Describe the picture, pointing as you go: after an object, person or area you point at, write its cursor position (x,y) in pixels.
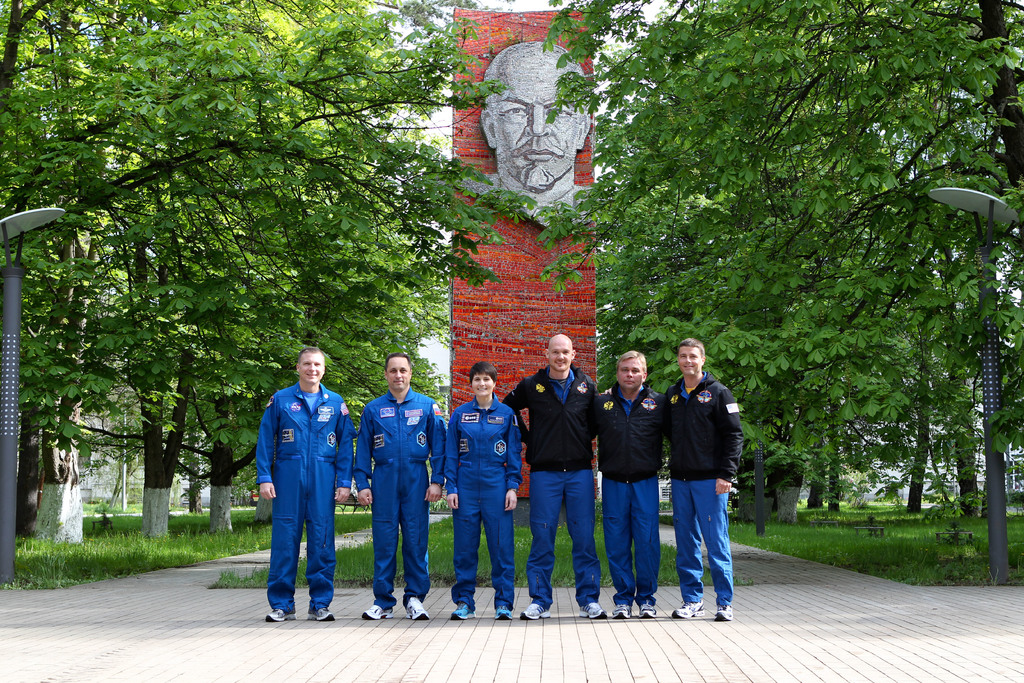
In this image I can see six persons (375,497) are standing in the front (645,541) and I can see three of them (561,467) are wearing black jackets (609,436). In the background (968,517) I can see grass (842,522), number of trees (1018,342), the wall (531,38) and on it I can see depiction of a man's face (540,65). On the both sides of this image I can see two poles (6,284).
